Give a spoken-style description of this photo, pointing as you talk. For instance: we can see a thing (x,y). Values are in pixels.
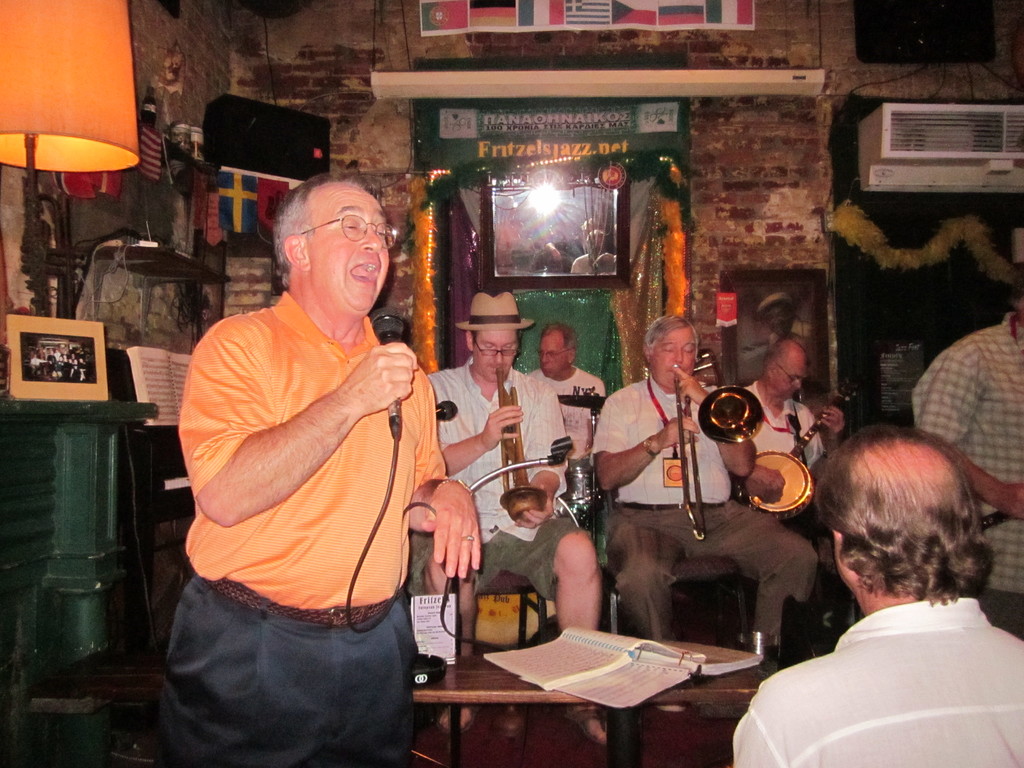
In this picture we can see group of people (643,519) sitting on chairs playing musical instruments (509,505), there is a man (294,512) wearing orange color T-shirt (297,558), blue color pant (195,713) standing and holding microphone (379,321) in his hands (373,396), on left side of the picture (9,135) there is lamp (30,164), photo (71,360) and some other objects (152,353) and in the background of the picture (403,190) there is a wall (188,92), mirror (586,204).
